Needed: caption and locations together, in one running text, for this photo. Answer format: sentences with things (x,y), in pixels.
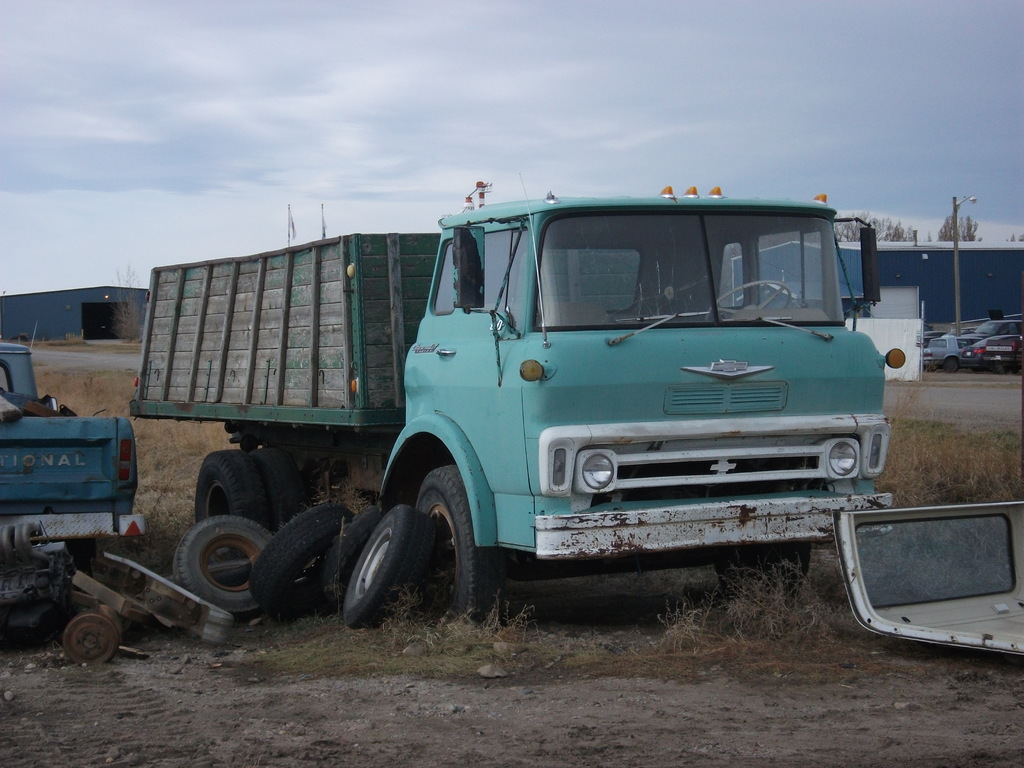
In this picture we can see vehicles (590,302), tyres (237,560) and some objects (225,623) on the ground (282,622). Behind the vehicles (495,282), there are sheds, trees (875,224) and grass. On the right side of the image (892,331), there is a pole (970,199) and a wall (905,329). At the top of the image (439,128), there is the sky (831,173).
